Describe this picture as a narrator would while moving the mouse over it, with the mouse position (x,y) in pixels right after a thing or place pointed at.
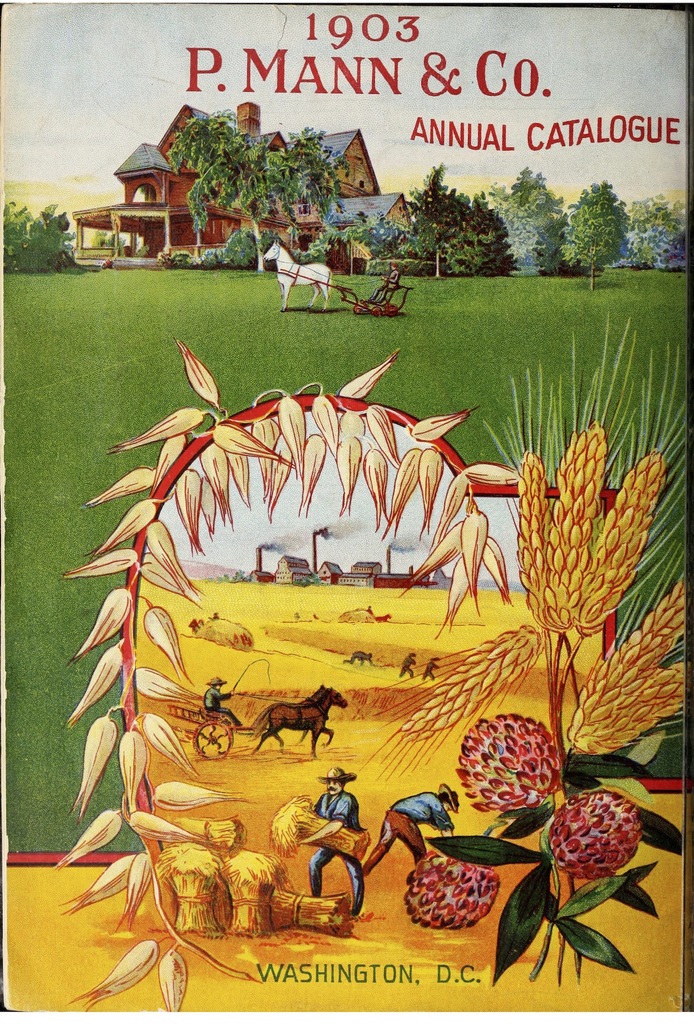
In this image I can see the cover page (329,501) of the book (295,523) in which I can see few persons (351,809), few buildings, few plants (315,827), few trees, few animals (323,697) and the sky (169,105).
